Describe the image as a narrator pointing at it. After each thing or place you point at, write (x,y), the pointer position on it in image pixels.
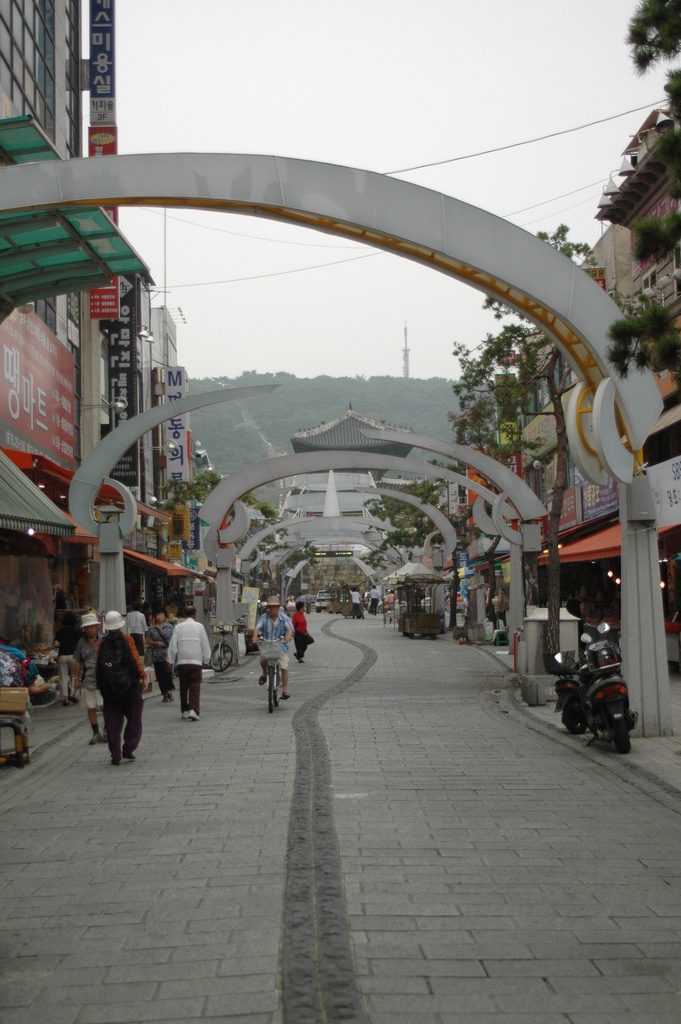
In this image there is a person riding a bicycle (277,670), motor bikes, group of people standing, buildings (144,295), boards (124,302), arches (121,170), lights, trees (550,350), tower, hill (342,399), sky (532,215).
